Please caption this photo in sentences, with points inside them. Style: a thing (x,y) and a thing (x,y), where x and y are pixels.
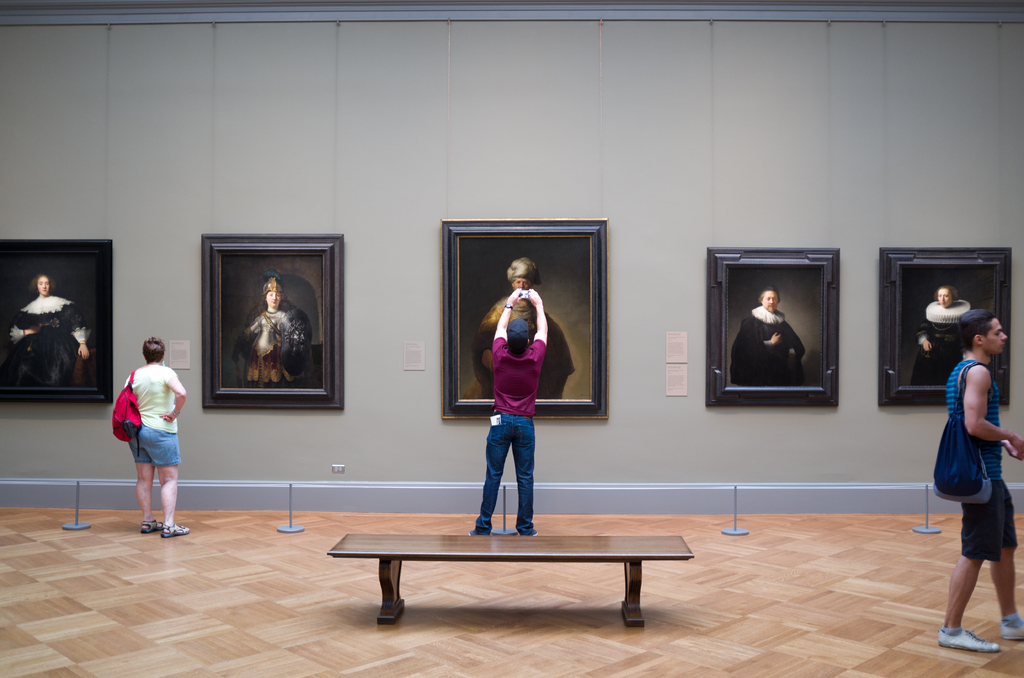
In the image I can see some people (1018,635) and some frames (900,270) to the wall (559,494) and also I can see a table (565,555).
